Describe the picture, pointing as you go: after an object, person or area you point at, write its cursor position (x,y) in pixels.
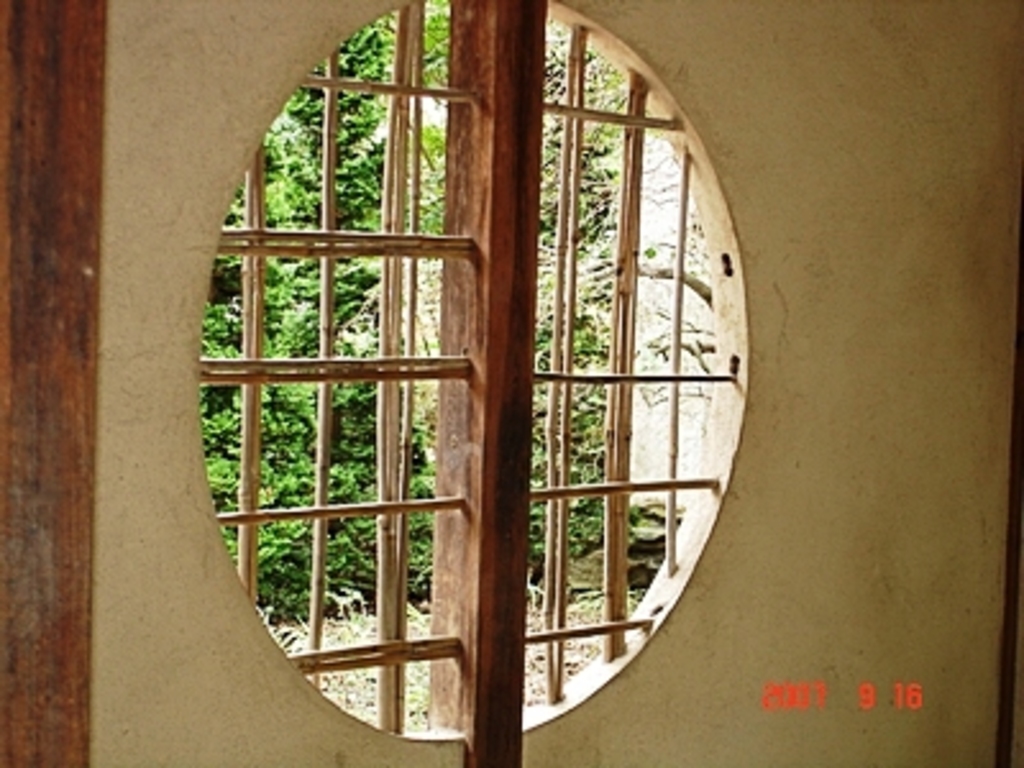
In the center of the image (379,301) there is a window (278,376). Through which we can see trees (362,387). There is a wall (818,490). At the bottom of the image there is some text (815,704).
